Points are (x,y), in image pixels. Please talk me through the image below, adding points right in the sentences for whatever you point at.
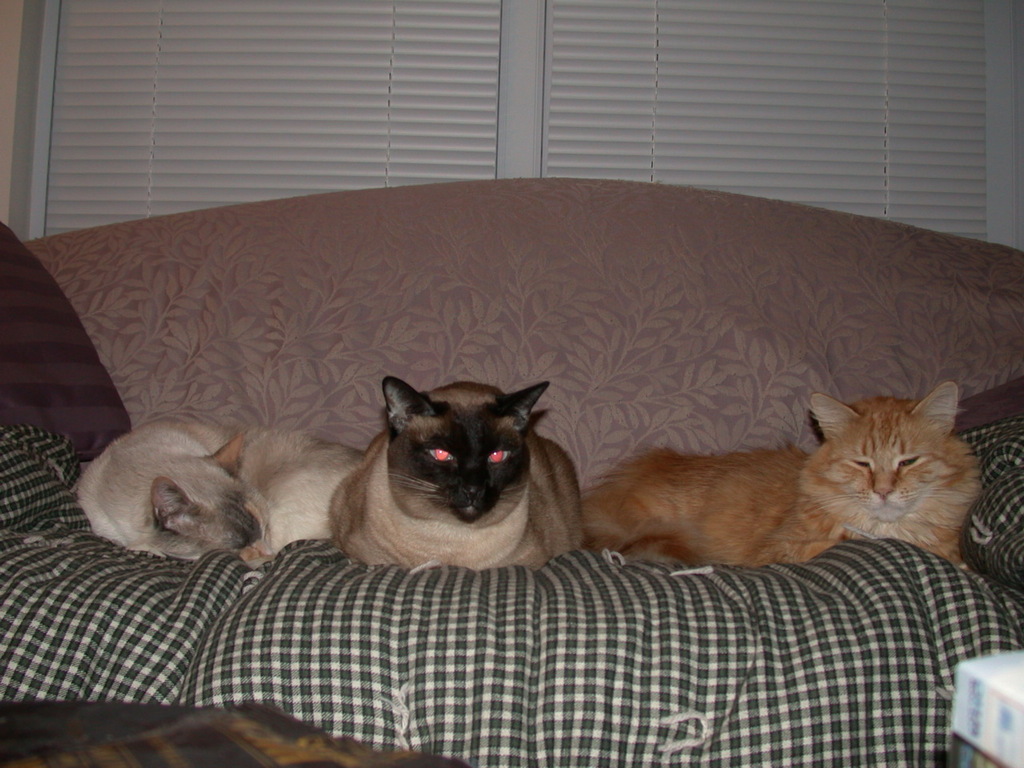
In the background (739,94) portion of the picture we can see a window blind (903,106). We can see three cats (943,486) on the sofa (31,485). At the bottom portion (978,729) we can see objects (1001,728).
